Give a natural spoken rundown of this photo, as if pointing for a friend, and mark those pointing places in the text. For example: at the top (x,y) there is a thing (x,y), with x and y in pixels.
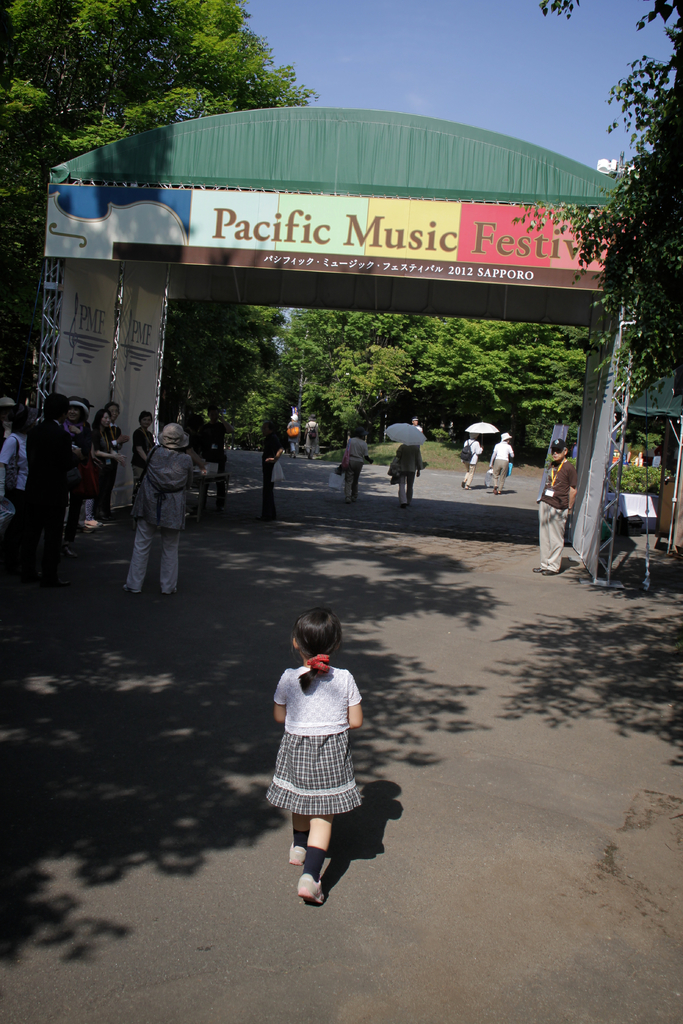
In this image we can see persons (343,770) standing on the road (375,683). In addition to this we can see sky (462,117), trees (554,334), iron grills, advertisement boards (129,339) and an arch (139,362).
